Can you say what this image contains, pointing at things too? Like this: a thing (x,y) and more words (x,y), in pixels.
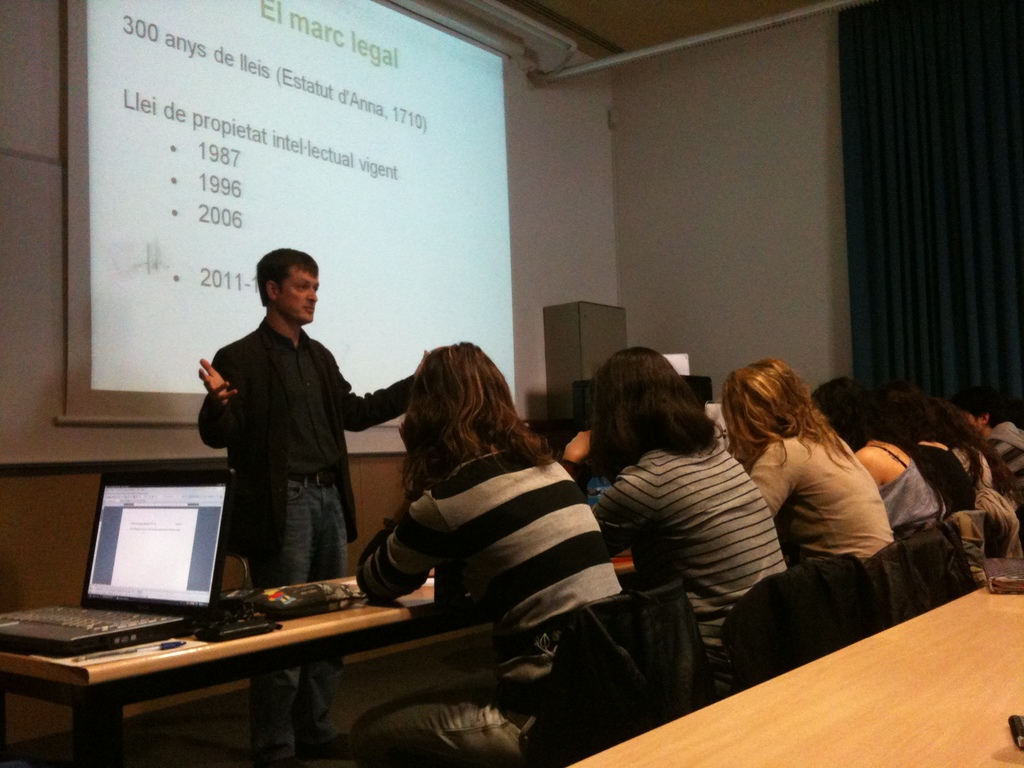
In this image there is a man (290,385) standing on the floor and remaining people (752,548) are sitting on the chair (844,577). There is table (360,618) on table (379,632) there is laptop (122,567). At back (298,127) side there is a screen (143,134) displayed. There is a wall (799,206) and a curtain (906,172).
